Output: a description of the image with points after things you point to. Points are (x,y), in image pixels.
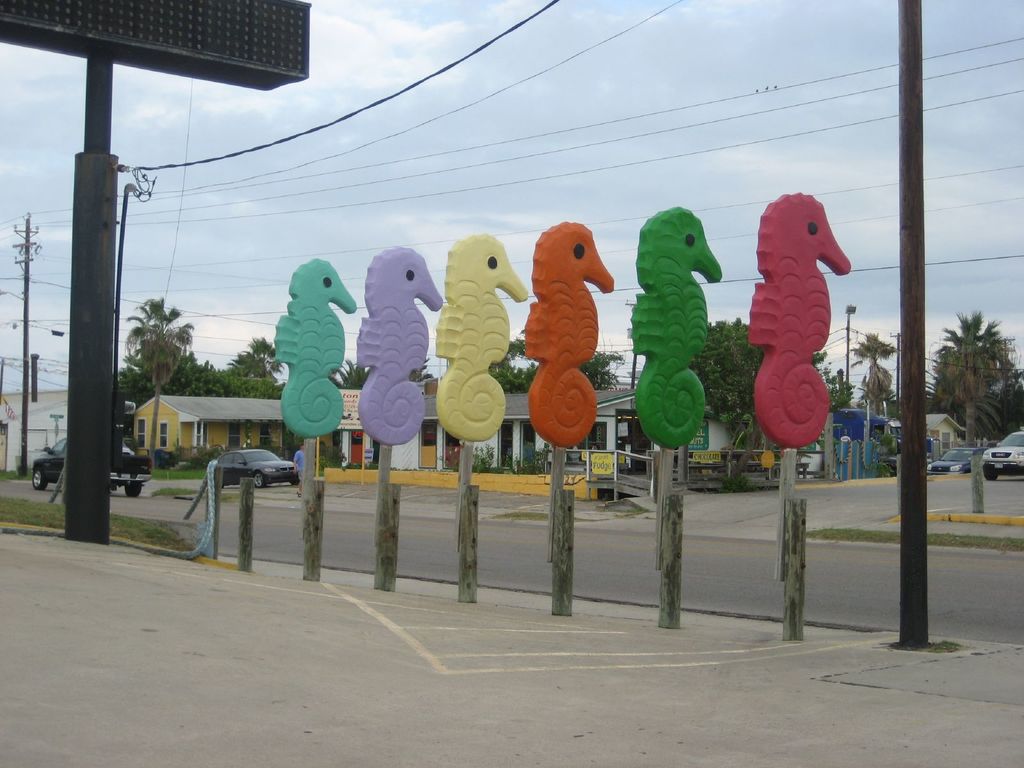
This picture shows about the colorful seahorse statues (796,354) placed on the footpath (657,649). Beside there is black color board (111,54) with some poles (83,480) and cables (267,143). In the background (199,418) we can see small shed houses (248,426) and some trees (968,391).
